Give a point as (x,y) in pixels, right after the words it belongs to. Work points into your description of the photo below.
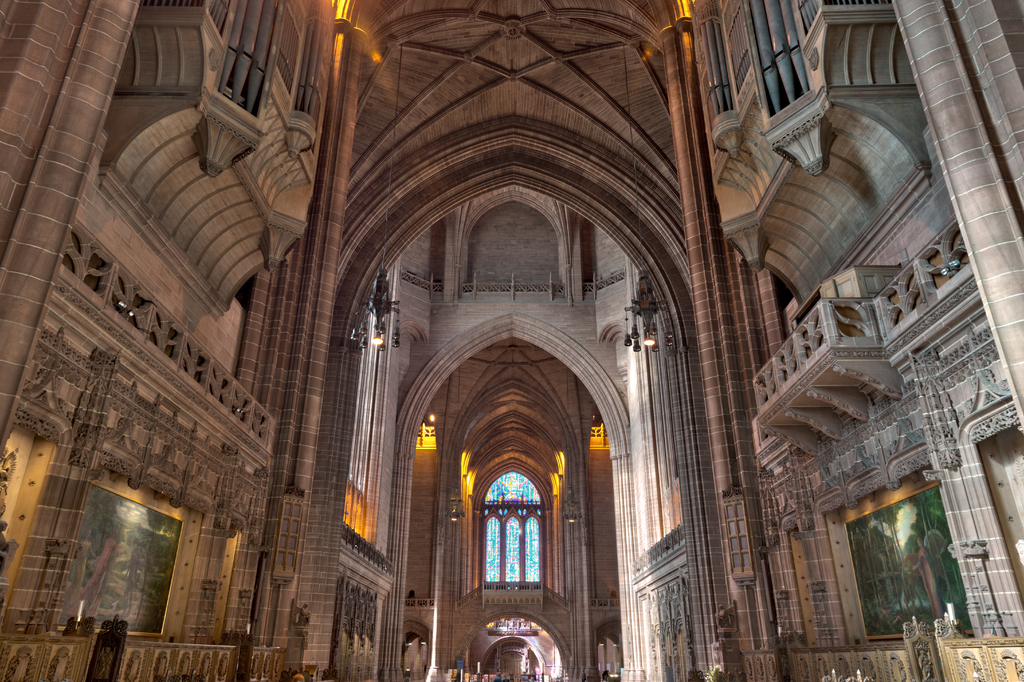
This is a building (553,517) with the window (505,542).
